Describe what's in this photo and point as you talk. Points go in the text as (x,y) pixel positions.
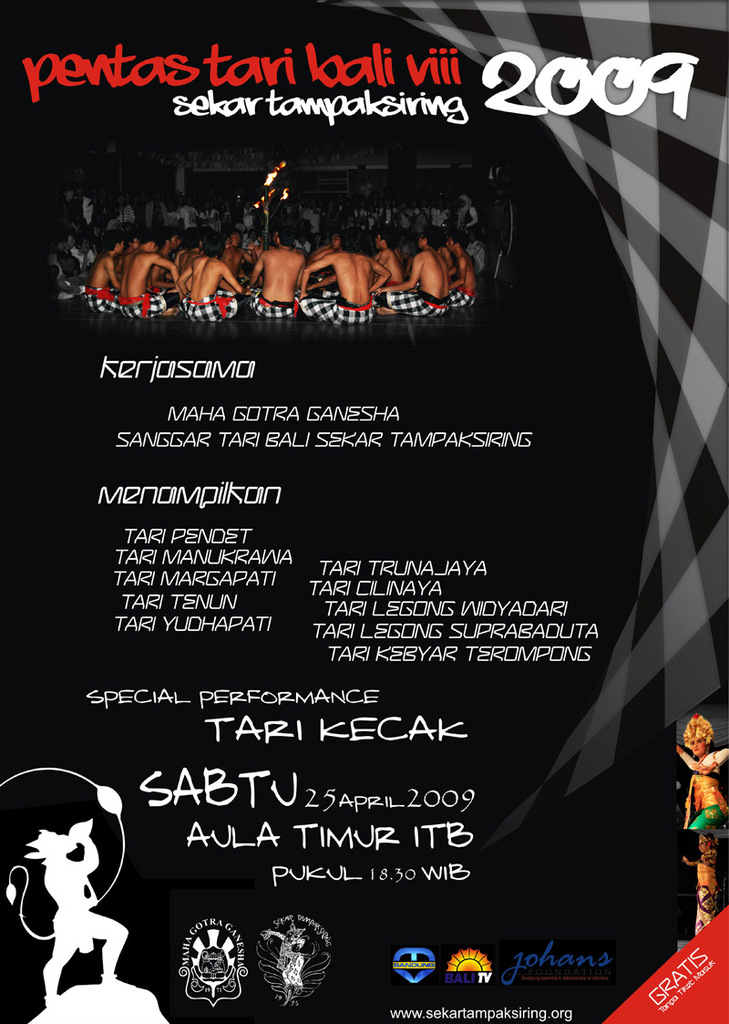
In this picture we can observe white and red color text (209,578) on the black color background (402,821). We can observe some people (185,299) sitting on the floor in this picture. On the left side (50,967) we can observe an image of lord Hanuman (80,952).
